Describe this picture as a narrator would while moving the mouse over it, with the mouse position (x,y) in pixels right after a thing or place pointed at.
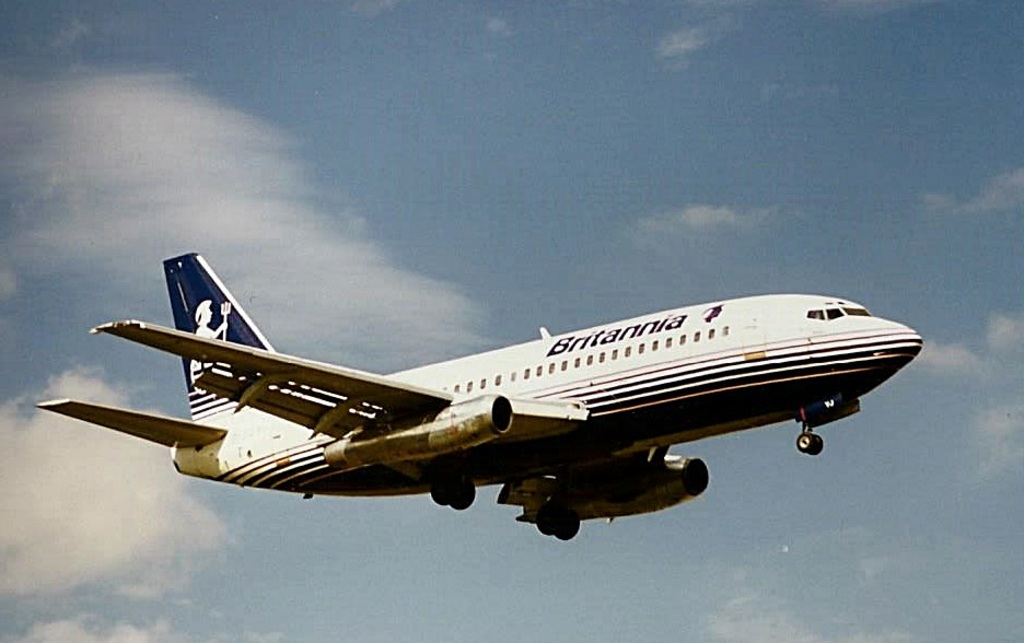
In the picture I can see an aircraft (593,328) flying in the sky (761,432) and there are clouds (176,106) in the sky (661,129).
